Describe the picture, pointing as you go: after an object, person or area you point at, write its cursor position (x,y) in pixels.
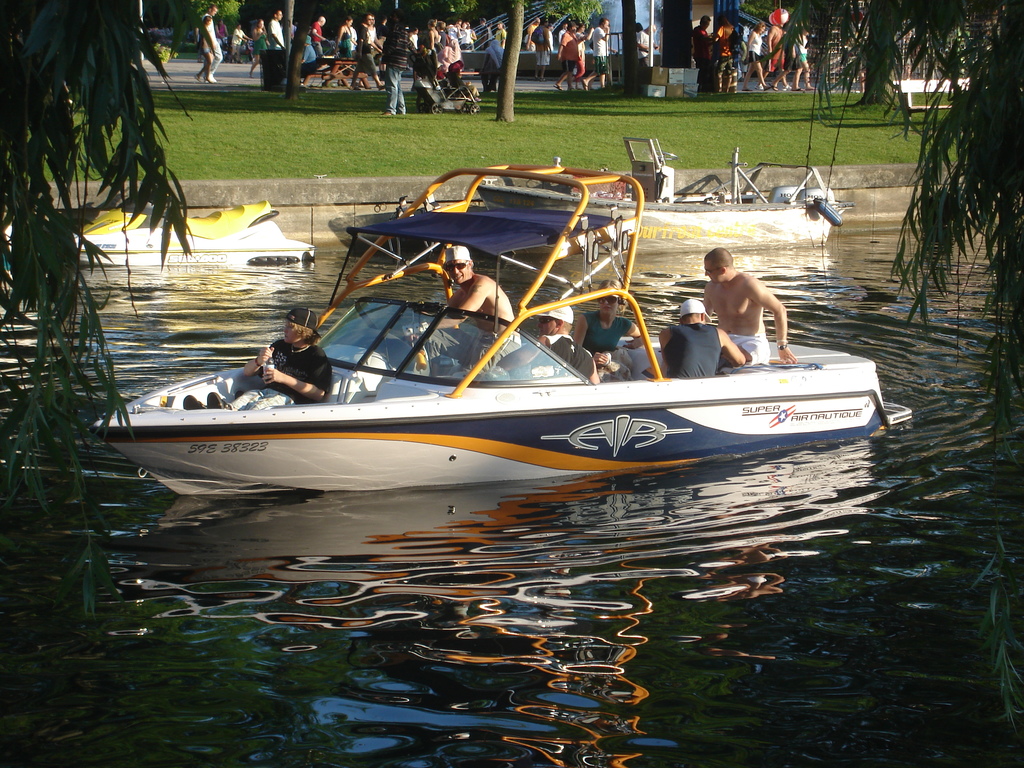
In this image there are three boats (265,425) on a canal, on one boat (427,353) there are people (689,347) sitting, in the background (411,171) there is a grassland (696,150) in that land (507,129) there are trees (511,77) and people (385,59) are walking on a pavement (310,90), on the top left (120,93) and top right (1005,167) there are leaves (85,121).
